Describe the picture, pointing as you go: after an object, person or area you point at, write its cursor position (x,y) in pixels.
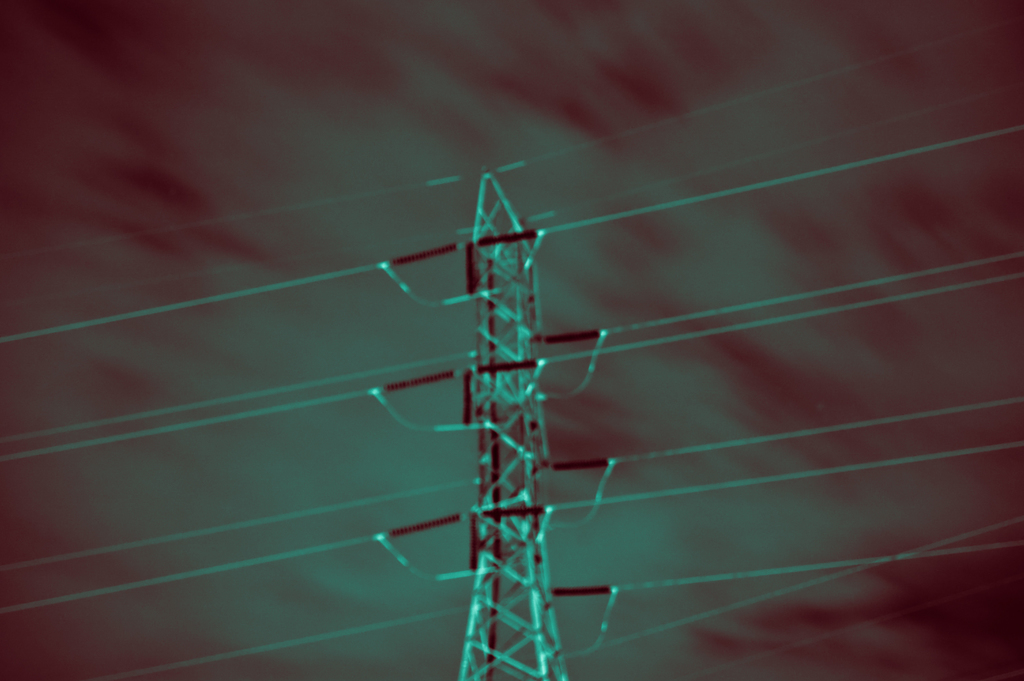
Here in this picture we can see an electric tower (488,346) present and we can see number of wires (318,280) attached to it over there and we can see the sky (429,463) is fully covered with clouds (429,463) over there.
